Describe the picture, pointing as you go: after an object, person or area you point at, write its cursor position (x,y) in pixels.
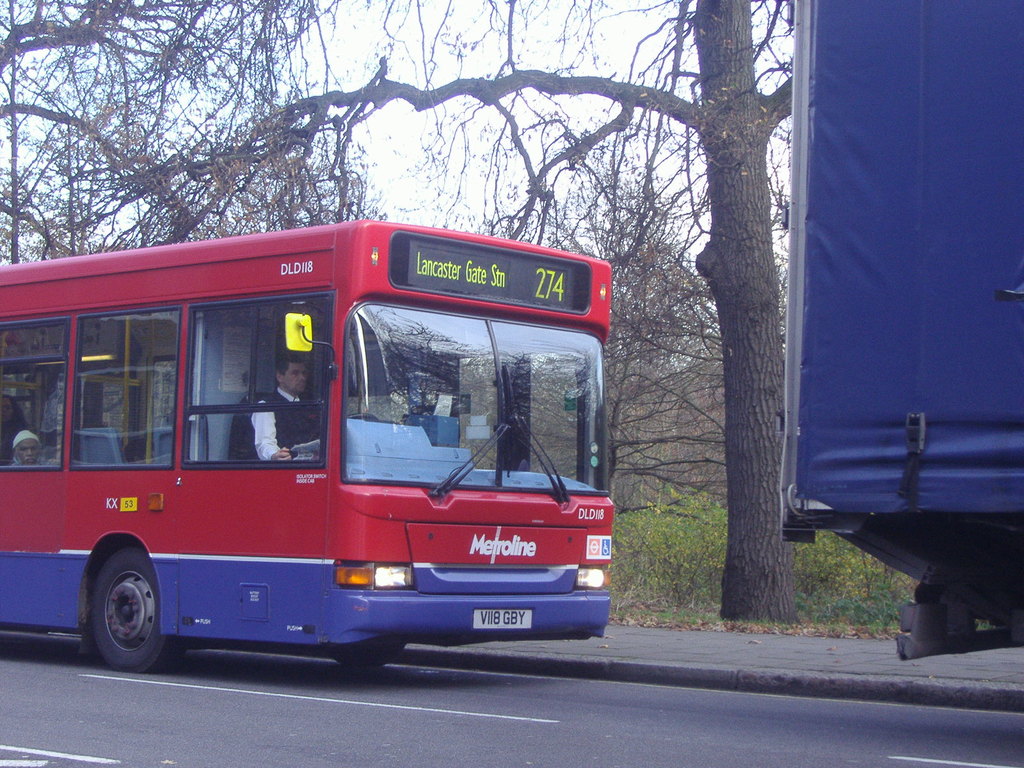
In this image, people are riding a bus (282,491) on the road (516,721). On the right side (805,467), we can see blue color object (902,324). Background (909,598) there is a walkway (850,647), trees (763,533), plants (650,533) and sky (359,161).
